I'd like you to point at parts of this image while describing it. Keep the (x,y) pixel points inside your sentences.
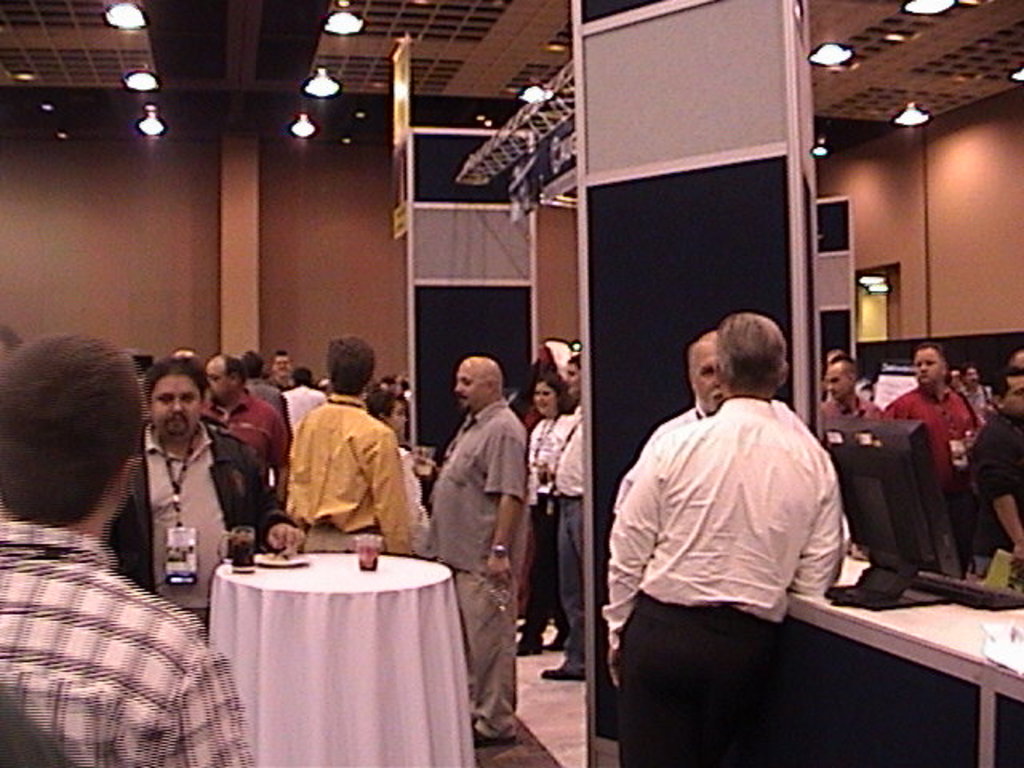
In this picture, we see many people (399,423) are standing. In front of them, we see a round table (277,608) which is covered with the white cloth (325,668). On the table (294,574), we see the plate (266,563) and the glasses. In the middle of the picture (445,408), we see board (435,367) or poles (444,300) in grey and black color. Beside that, we see two men (750,497) are standing. Beside them, we see a table (861,611) on which monitor (872,570), keyboard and papers (1012,657) are placed. In the background (360,286), we see a wall (952,327). At the top (455,73), we see the lights (424,2) and the ceiling (274,19) of the room (388,19).
